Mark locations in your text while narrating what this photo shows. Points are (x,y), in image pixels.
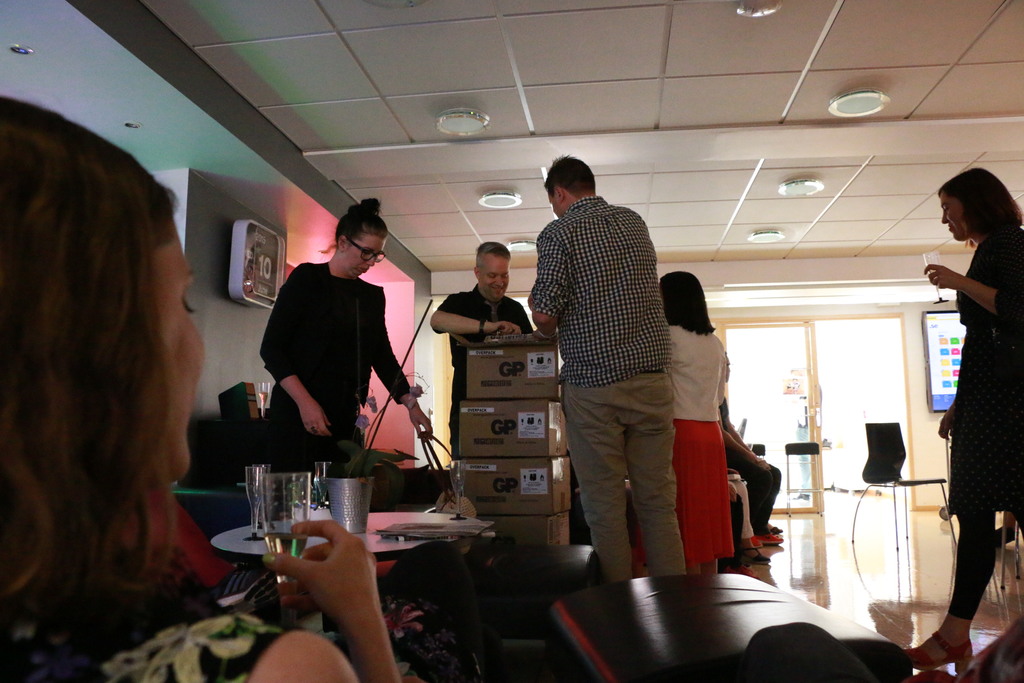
In this image we can see the people (121,582). We can also see the two women (985,265) holding the glasses (289,510). We can see the table (373,535) and on the table (378,523) we can see the book (424,527), glasses (321,478) and also the plant (348,470). We can also see the cardboard boxes (497,368), display screen (953,343), chairs (892,426), floor (848,503) and also the wall (247,323). We can also see an object (270,281) attached to the wall (924,422). We can see the door (831,409), ceiling (768,183) and also the lights (788,185).
